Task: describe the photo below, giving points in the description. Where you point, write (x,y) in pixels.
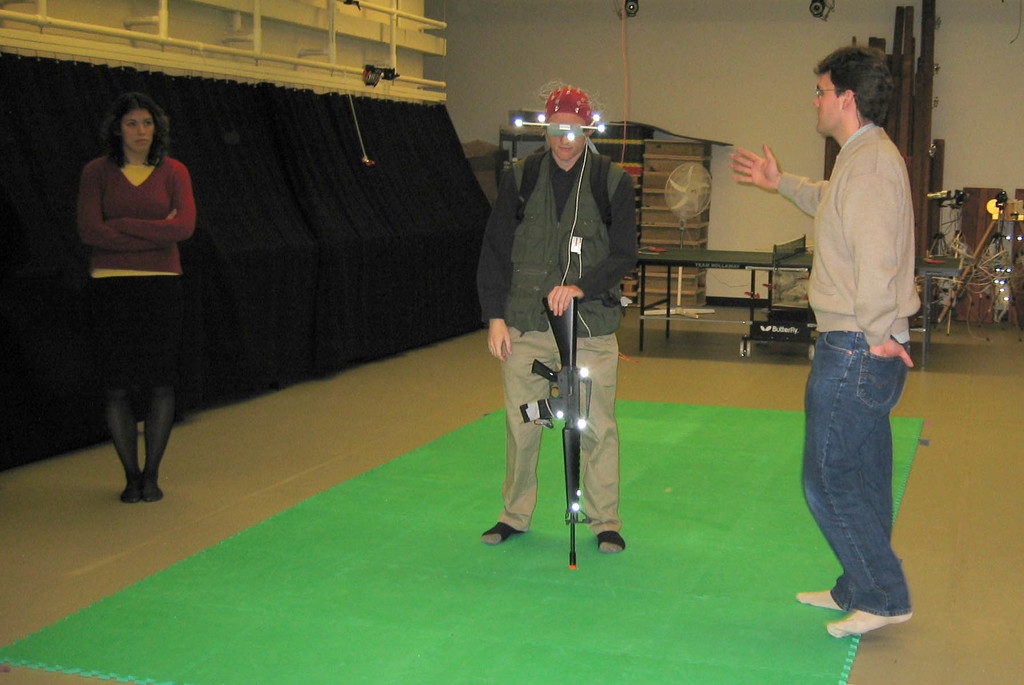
In this image, I can see three persons (607,477) standing. Among them one person (582,446) is holding a gun (553,317) and there are lights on his head (558,150). In the background (676,180), I can see a pedestal fan (703,209), table tennis board (761,259), few other objects (673,240) and there is a wall (741,125). On the left side of the image (278,196), I can see the curtains (236,121) hanging to a hanger (213,64). At the bottom of the image (652,470), I can see a mat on the floor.
